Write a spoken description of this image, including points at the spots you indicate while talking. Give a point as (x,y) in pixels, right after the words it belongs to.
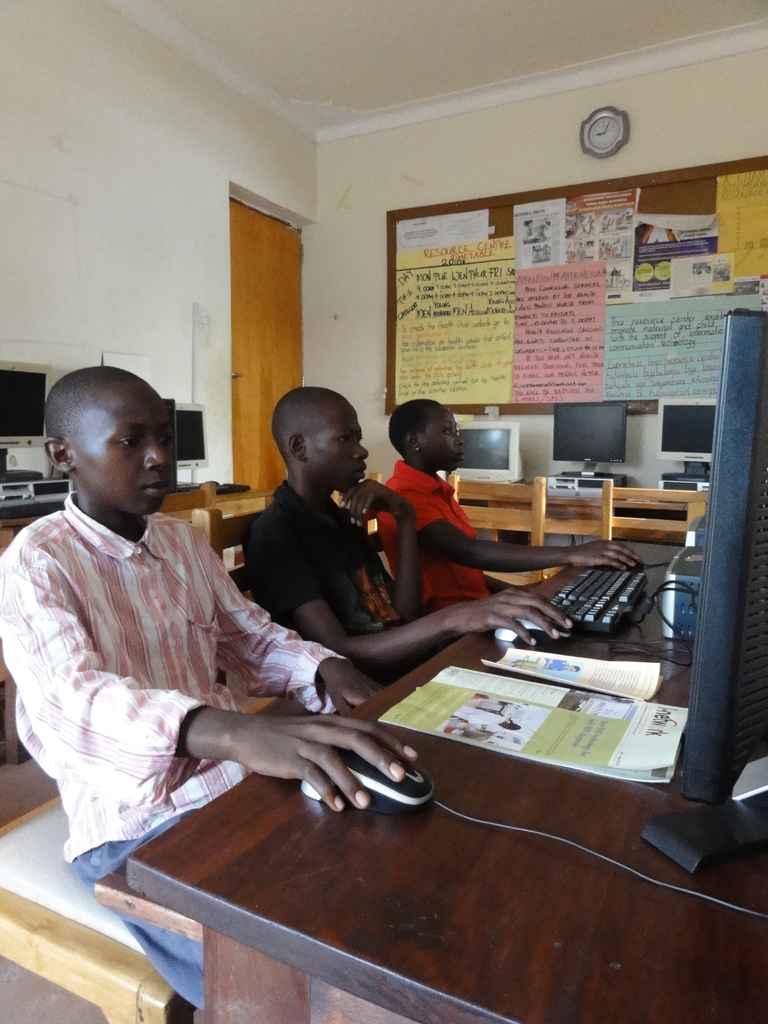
on a wooden table (591,778) there are computer (744,559), keyboard (603,597), mouse (335,784), book (561,725). in front of them 3 people (79,830) are seated operating the computer (735,461). behind them there are other computers (484,459) and chairs (539,509). at the back (474,459) right there are computers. behind them there is a wall (201,187) and a wooden door (255,284). at the right (524,309) back there is a board (394,379) on which there are paper notes (523,287). above that there is a clock (583,146).
